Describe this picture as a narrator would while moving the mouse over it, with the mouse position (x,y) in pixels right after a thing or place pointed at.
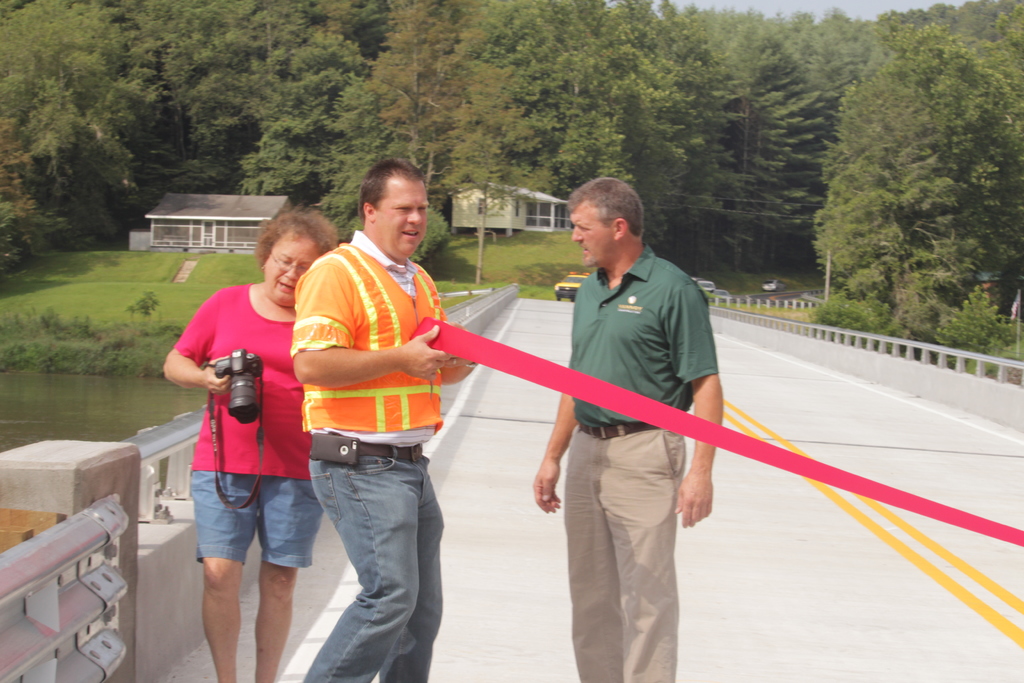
In the image there are total three people (453,366) a woman (284,428) and two men (358,370), the person (328,297) standing in the middle (418,367) is holding a red ribbon (442,345) in his hand (417,352) and beside him the woman (252,342) is carrying a camera (248,385) and around these people (395,192) there are plenty of trees (522,148) and in between the trees (537,143) there is a house (501,208).
